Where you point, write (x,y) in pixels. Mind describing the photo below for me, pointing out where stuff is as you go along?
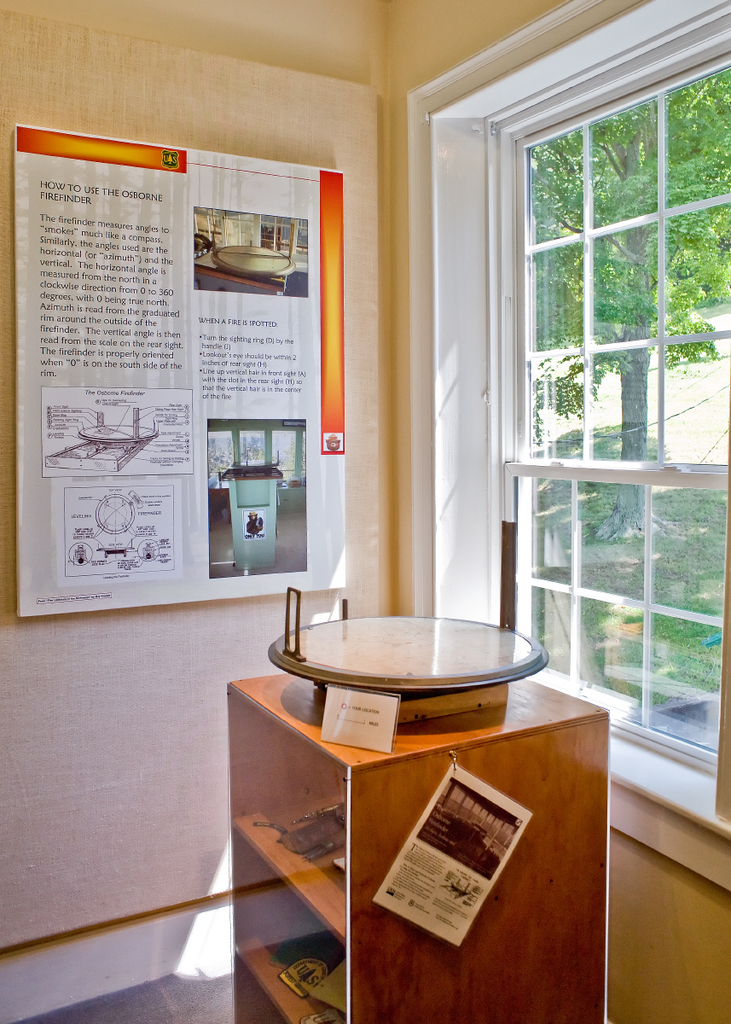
In this picture, we can see an object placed on the desk (376,860) and some objects (296,838) is kept in the desk (327,896) and a label (402,886) is attached to it, and we can see a tree (570,369) and the ground (683,546) covered with grass (683,602) from the glass window (612,577), and we can see an object (144,408) attached to the wall (151,701) and we can see some text label (167,425) and images (173,504) on that object (245,481).
